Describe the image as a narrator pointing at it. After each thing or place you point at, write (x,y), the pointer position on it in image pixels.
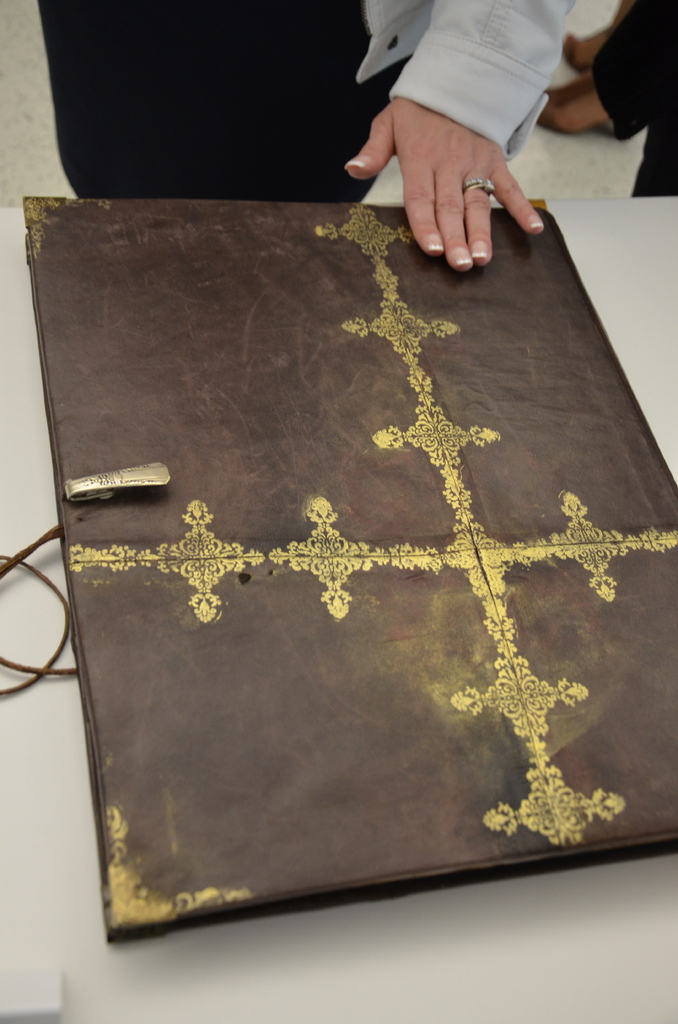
In this picture, we see an object (340,566) in brown color is placed on the white table (325,921). Beside the table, we see the woman (290,83) in the white jacket (446,65) is standing and she is trying to put her hands (422,192) on the object (394,299). In the right top of the picture (618,79), we see the legs (620,133) of the person (590,87) who is wearing the shoes (585,83).
